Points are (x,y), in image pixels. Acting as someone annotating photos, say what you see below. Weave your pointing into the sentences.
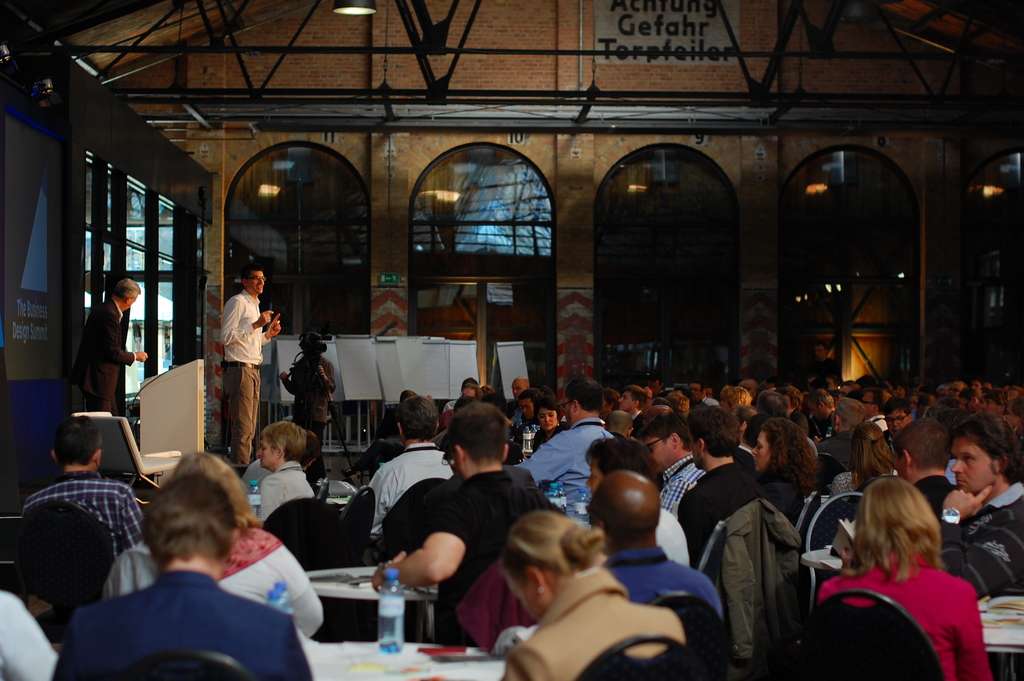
In the image we can see there are people (573,439) sitting on the chair (327,483) and there are water bottle (381,629) and papers (356,669) kept on the table (369,672). There are two people (228,384) standing on the stage (234,475) and there is a man (308,391) standing and holding video camera (310,335) in his hand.
